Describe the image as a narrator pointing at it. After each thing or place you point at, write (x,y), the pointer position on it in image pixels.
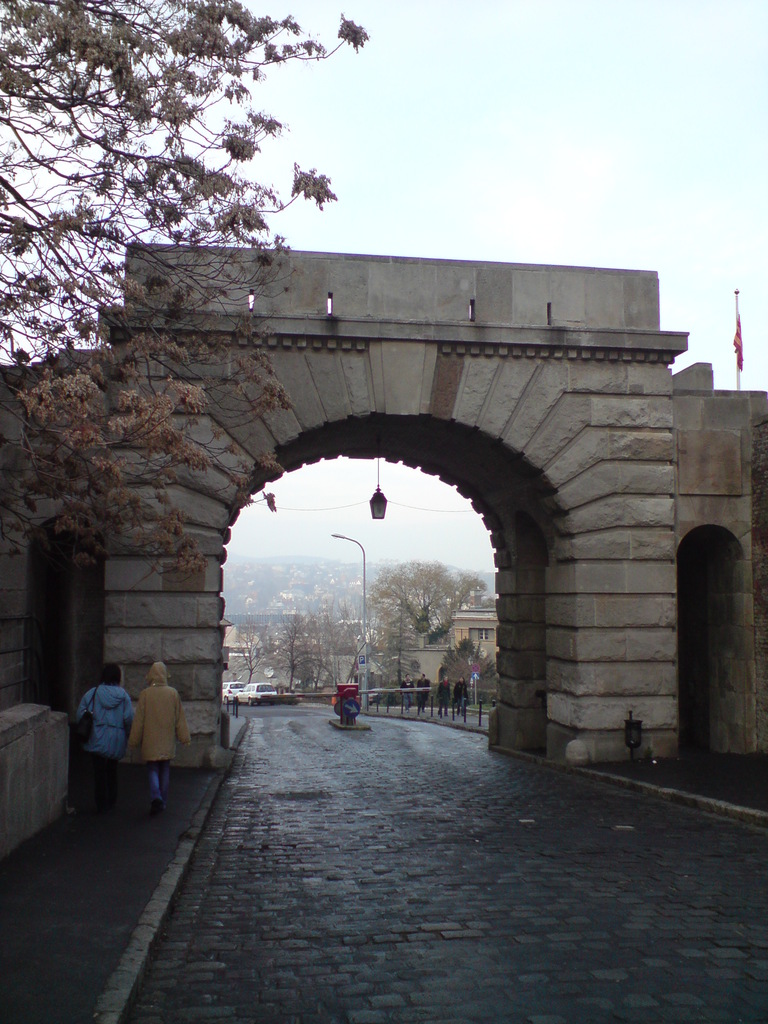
In this image, we can see an arch (628,429) on the road (551,827). There are two persons (165,774) wearing clothes (127,726) and walking on the footpath (130,780). There is a branch (73,116) in the top left of the image (106,94). There is a sky (306,96) at the top of the image (432,54).
